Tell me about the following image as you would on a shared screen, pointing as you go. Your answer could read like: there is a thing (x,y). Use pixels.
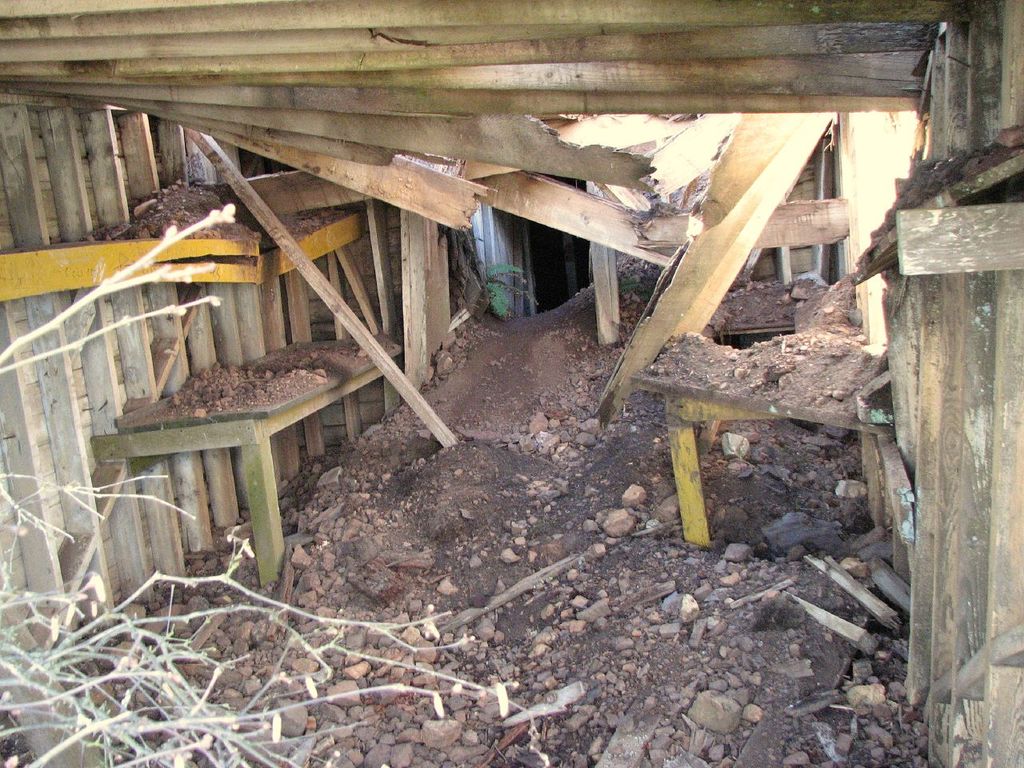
In this image we can see wooden sticks (654,308), stones (182,660), and wall (508,249).
